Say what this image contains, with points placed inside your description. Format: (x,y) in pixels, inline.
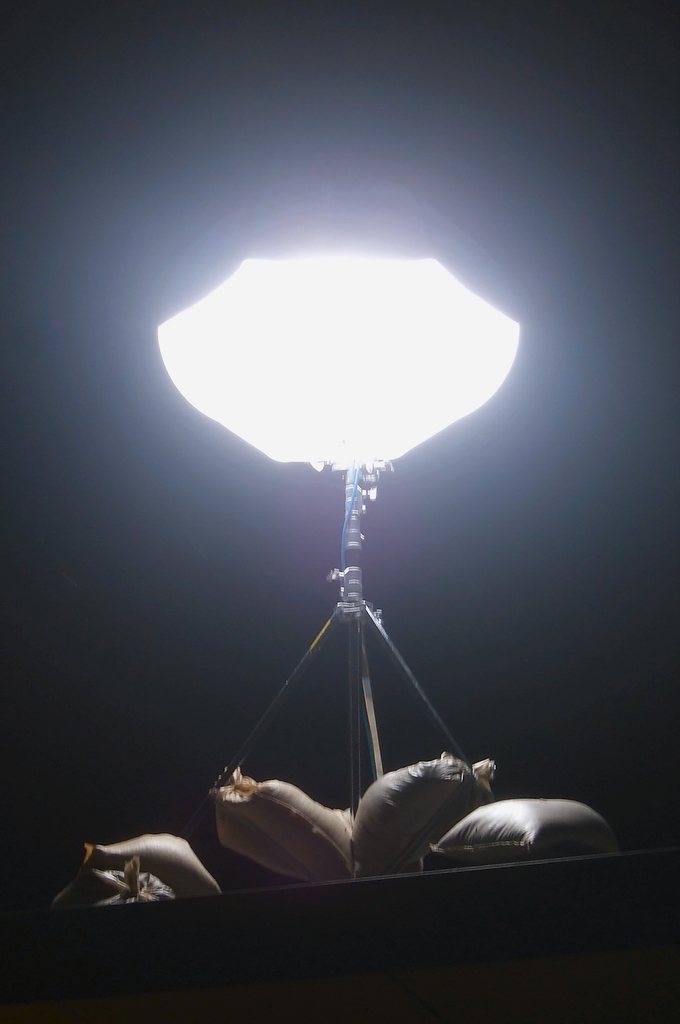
In this image we can see a light (360,343) on a stand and at the bottom (254,837) we can see bags (281,813) on a platform (254,962). In the background (254,464) the image is dark.
